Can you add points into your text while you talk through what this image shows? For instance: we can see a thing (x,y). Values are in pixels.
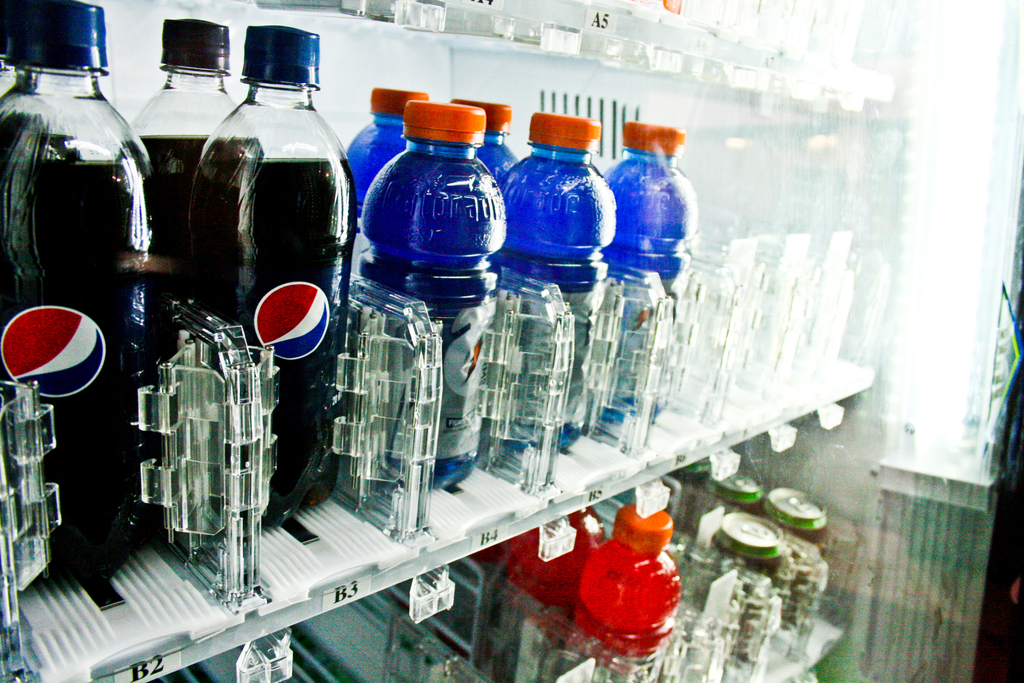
In this picture we can see some bottles (570,371) in the rack (697,444). And these are the tins (755,519).
